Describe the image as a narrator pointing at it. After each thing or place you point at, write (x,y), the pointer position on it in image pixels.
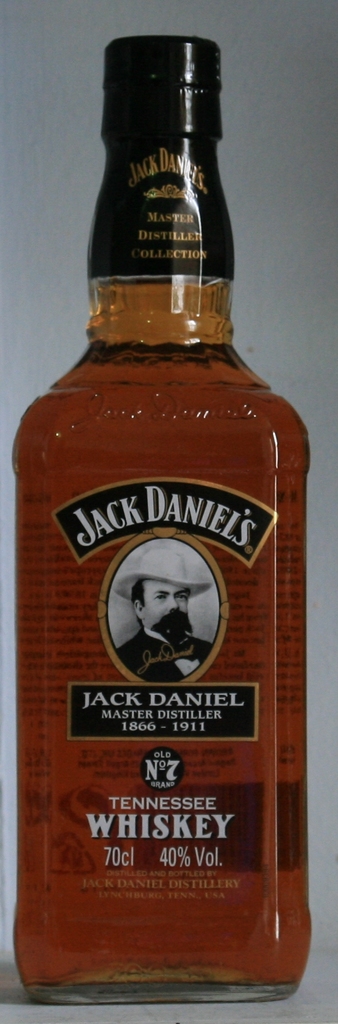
In this image there is a bottle (145,558) of a whiskey (213,667) with a photo (159,604) of a man (166,605) printed on it and with a name Jack Daniel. Jack Daniel master distiller Tennessee whiskey.
